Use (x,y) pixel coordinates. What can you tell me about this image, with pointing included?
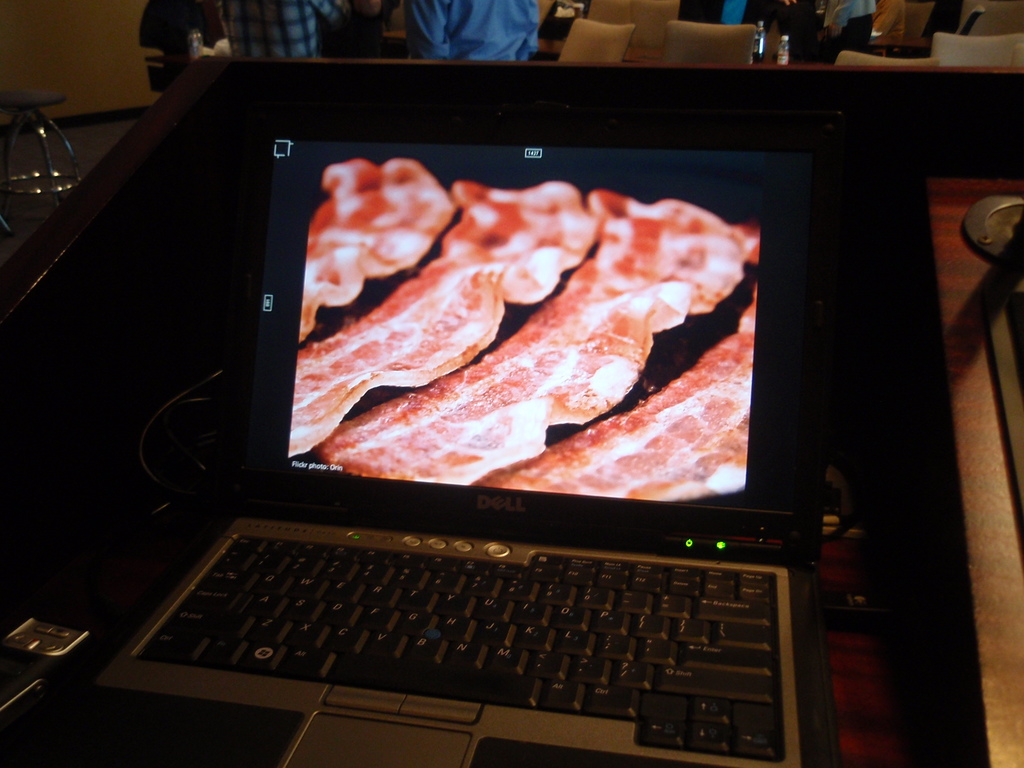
This picture is clicked inside the room (37,197). In the foreground (456,668) we can see a table (943,257) on the top of which laptop (275,290) and some other objects (1008,220) are placed. In the background (626,41) we can see the chairs (647,38) and the group of persons (264,34) and we can see the bottles (194,45) and some other objects (223,49).
